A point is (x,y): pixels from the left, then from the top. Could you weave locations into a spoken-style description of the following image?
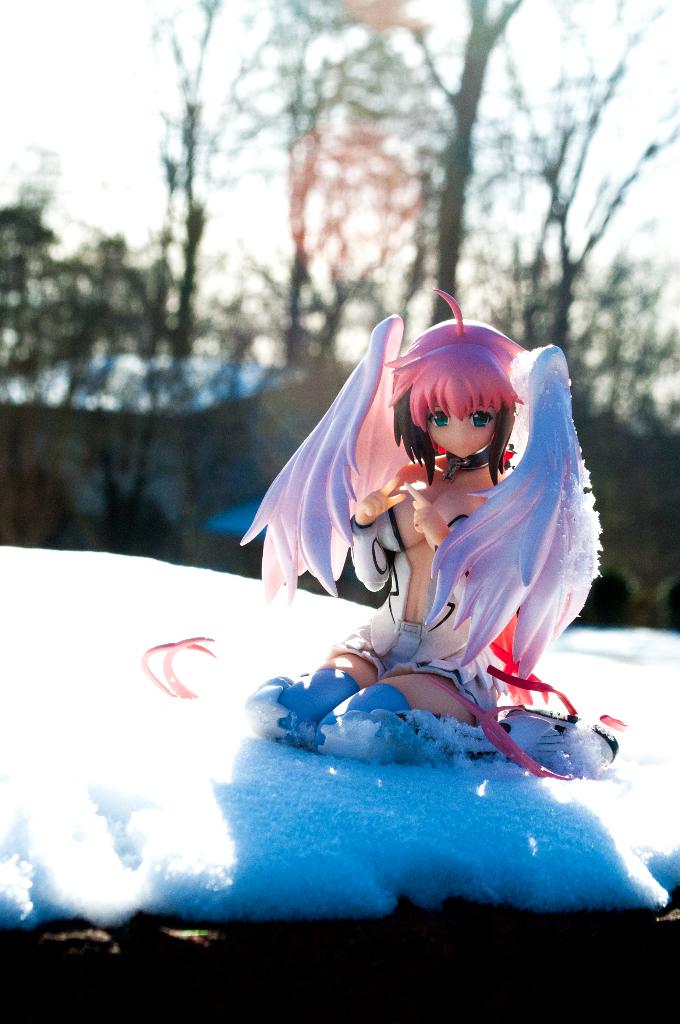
In the image I can see a doll (370,544) which is on the snow (319,633) and behind there are some trees (76,388).
